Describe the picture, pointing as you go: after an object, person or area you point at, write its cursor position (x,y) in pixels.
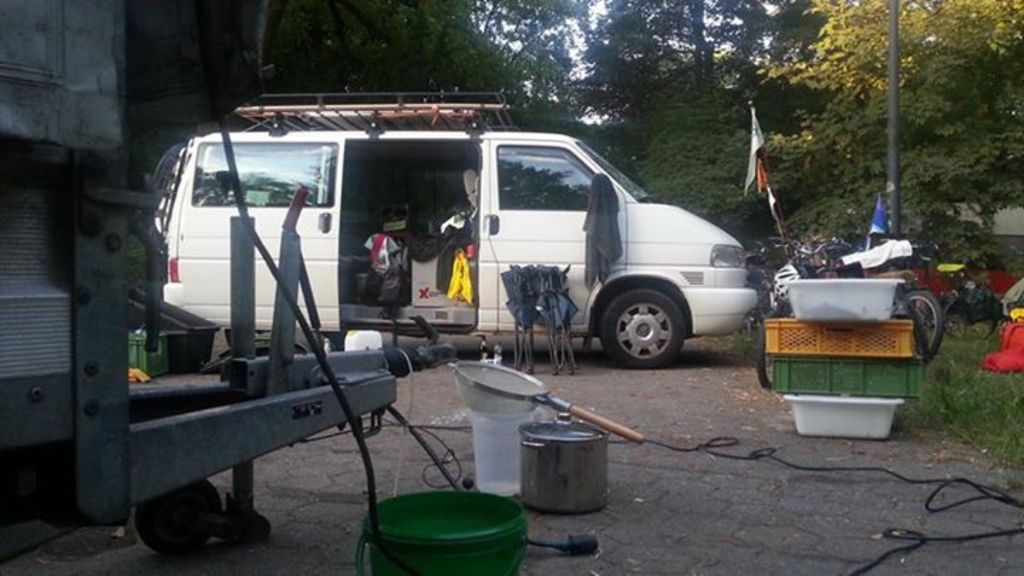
In this image, we can see a vehicle (623,333) and some bicycles (911,257). We can see the ground (732,466) with some objects (845,391). We can also see some buckets (490,518) and a strainer (454,373). We can see some grass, trees (911,148), a pole (900,191) and some clothes (440,237). We can also see the sky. We can also see some objects (226,385) on the left (252,402).
